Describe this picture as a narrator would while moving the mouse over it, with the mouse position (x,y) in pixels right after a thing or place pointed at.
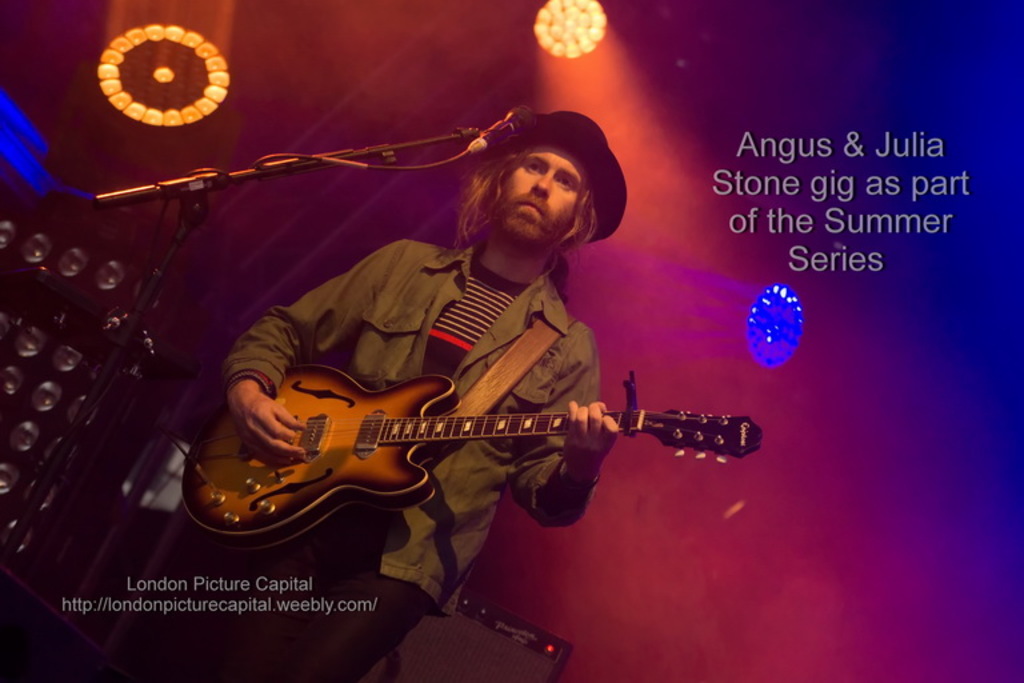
In this image there is a man (263,357) standing and playing a guitar (246,535), at the background (111,87) there is microphone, speakers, focus lights (153,34).
